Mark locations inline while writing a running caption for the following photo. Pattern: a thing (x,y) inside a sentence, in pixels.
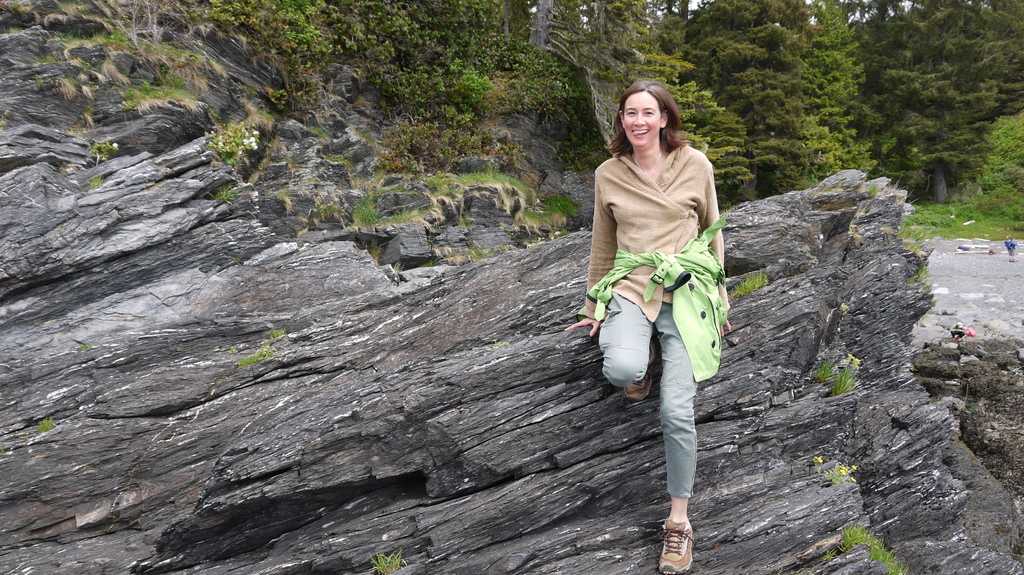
In this image we can see a few people (704,178), there are trees (713,93), rocks (854,228) and a mountain (840,198), also we can see the sky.
